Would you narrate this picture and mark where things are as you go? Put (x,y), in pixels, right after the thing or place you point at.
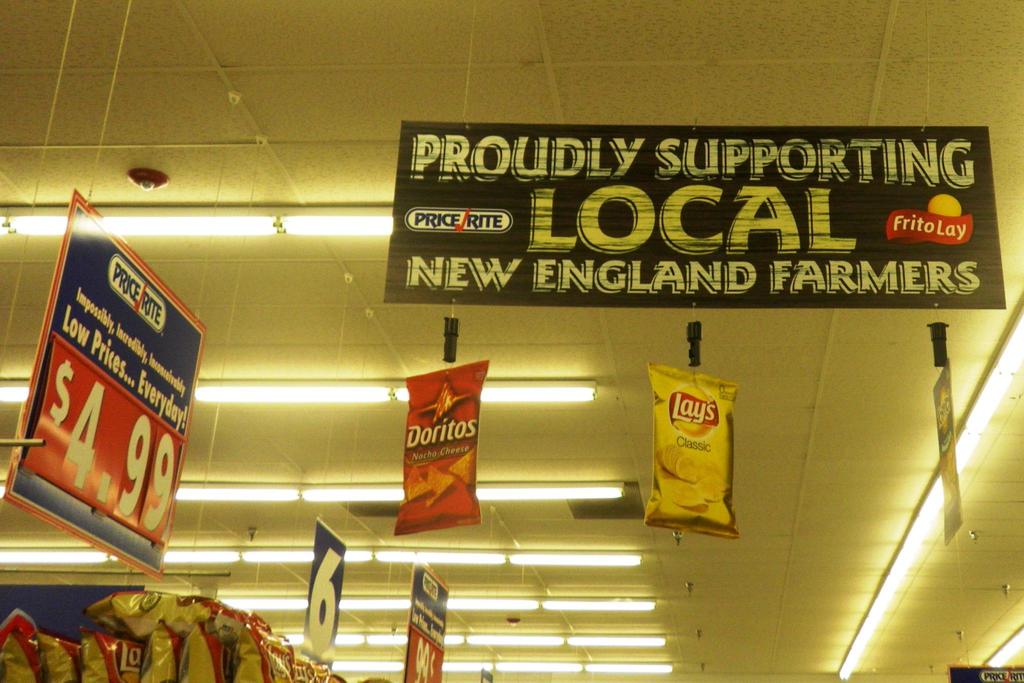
In this image I can see many boards (653,173) and the lights (462,562) at the top (339,218). To the left (104,680) I can see many food packets (142,668).
